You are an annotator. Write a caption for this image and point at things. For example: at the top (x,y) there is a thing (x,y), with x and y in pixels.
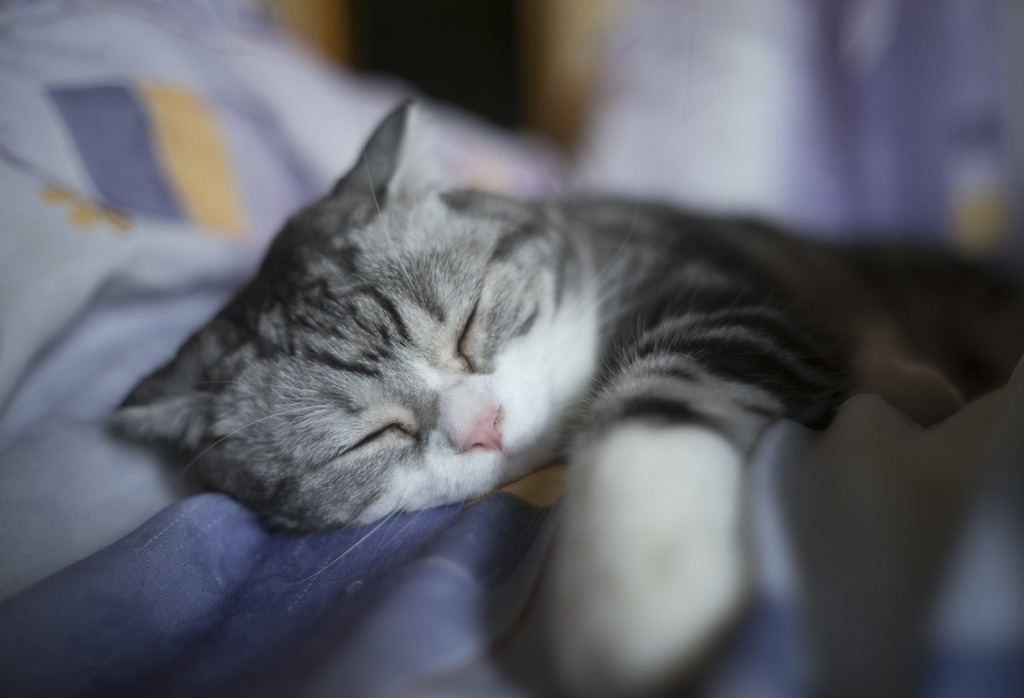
In this image, I can see a cat (146,432) sleeping on the bed (352,615). This looks like a bed sheet (293,582). The background (783,55) looks blurry.
